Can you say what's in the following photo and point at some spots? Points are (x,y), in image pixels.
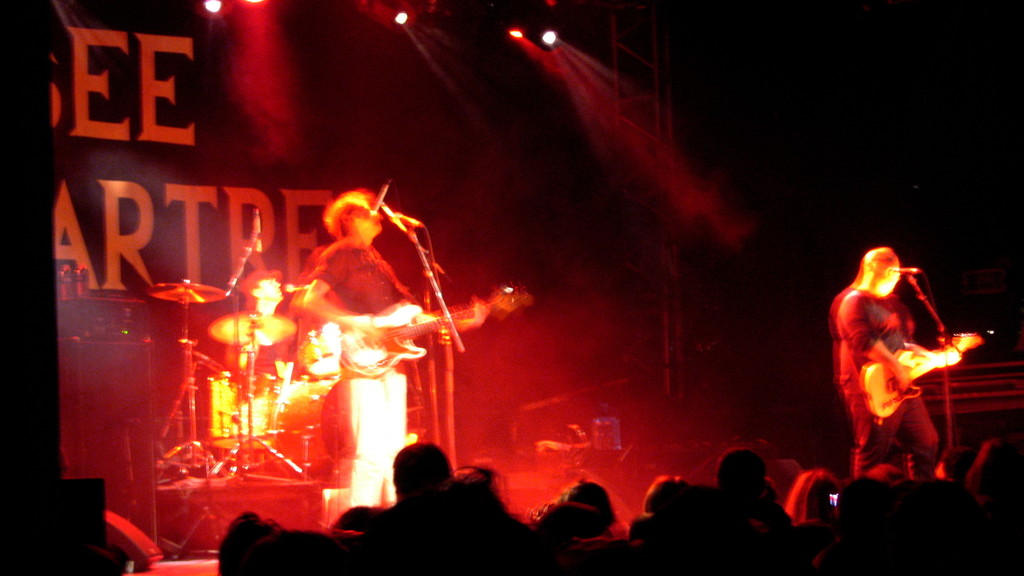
In the center of the image (387,207) we can see two persons (905,319) are standing on the stage (243,487) holding guitars (884,372) in their hands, two microphones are placed on the stands (443,329). On the left side of the image (272,367) we can see a person (274,354) sitting in front of musical instruments (189,287). In the foreground (452,524) we can see group of people (802,498). In the background (93,175) we can see group of lights (518,31) and banner (75,28).
